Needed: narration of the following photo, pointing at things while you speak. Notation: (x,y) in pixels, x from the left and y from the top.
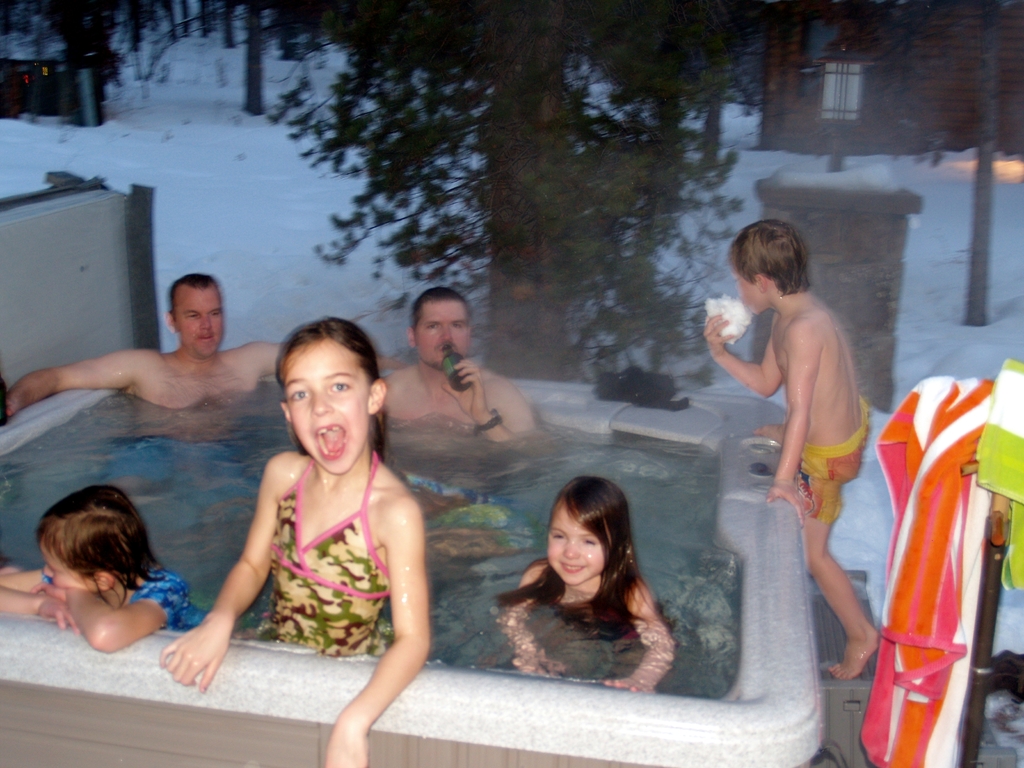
In this picture we can see a few kids (371,467) and two men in the tub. We can see the water (207,510) in the tub (445,762). There is a person (433,329) holding a bottle (449,368) and a black object (642,392) is visible on the tub (678,436). We can see a boy (823,473) holding an object (739,316) in his hand (714,350). There is a lantern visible on the pole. We can see the snow (724,392). There are a few towels (919,513) and other objects (994,751) on the right side (965,436). We can see a few trees (419,96), tree trunks (528,59) and houses (66,93) in the background (680,91).
